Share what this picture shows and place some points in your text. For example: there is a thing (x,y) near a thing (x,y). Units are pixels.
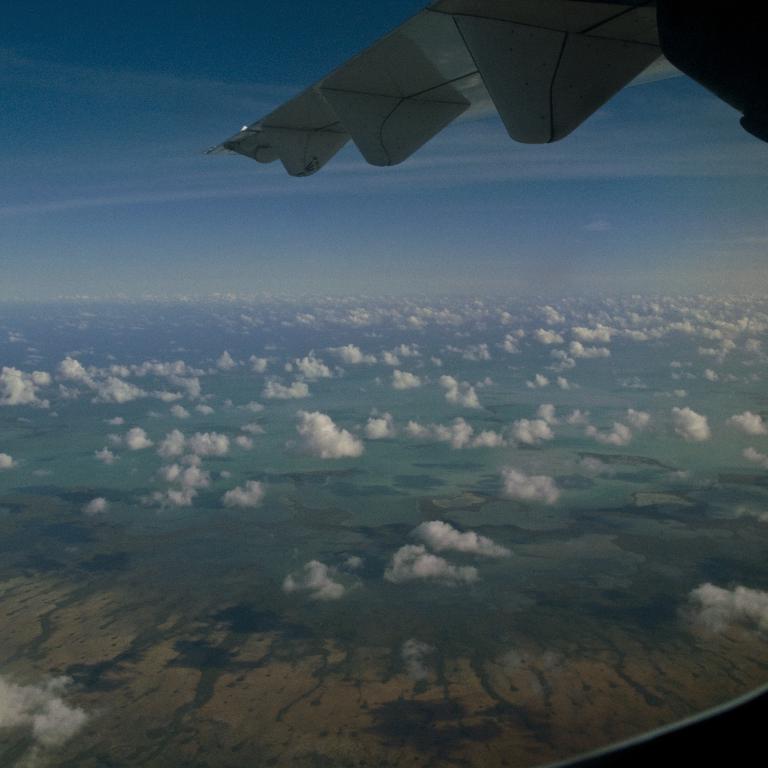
In this image there is a flying flight (753,118) above the clouds (628,436), under that there is some land (101,594).
